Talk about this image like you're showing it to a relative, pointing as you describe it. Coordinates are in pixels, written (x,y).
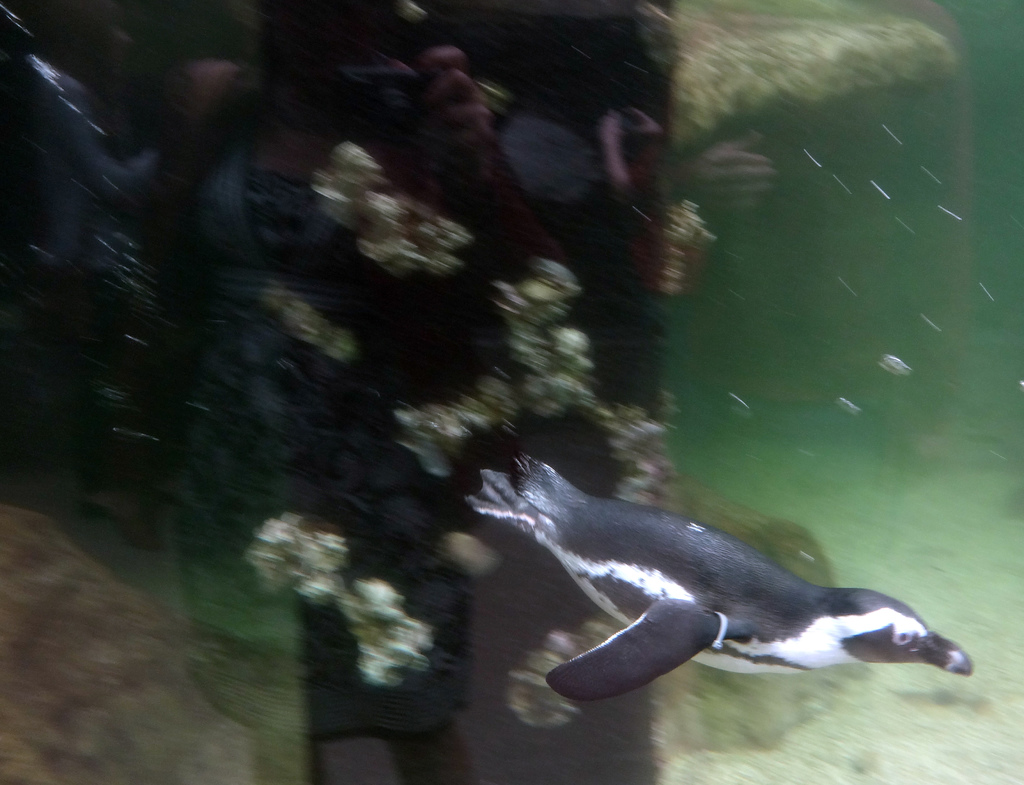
In this picture there is a penguin (754,585) in the water (874,548). At the back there are marine plants (701,21) in the water (831,384). At the bottom (807,732) there are pebbles (846,729).
